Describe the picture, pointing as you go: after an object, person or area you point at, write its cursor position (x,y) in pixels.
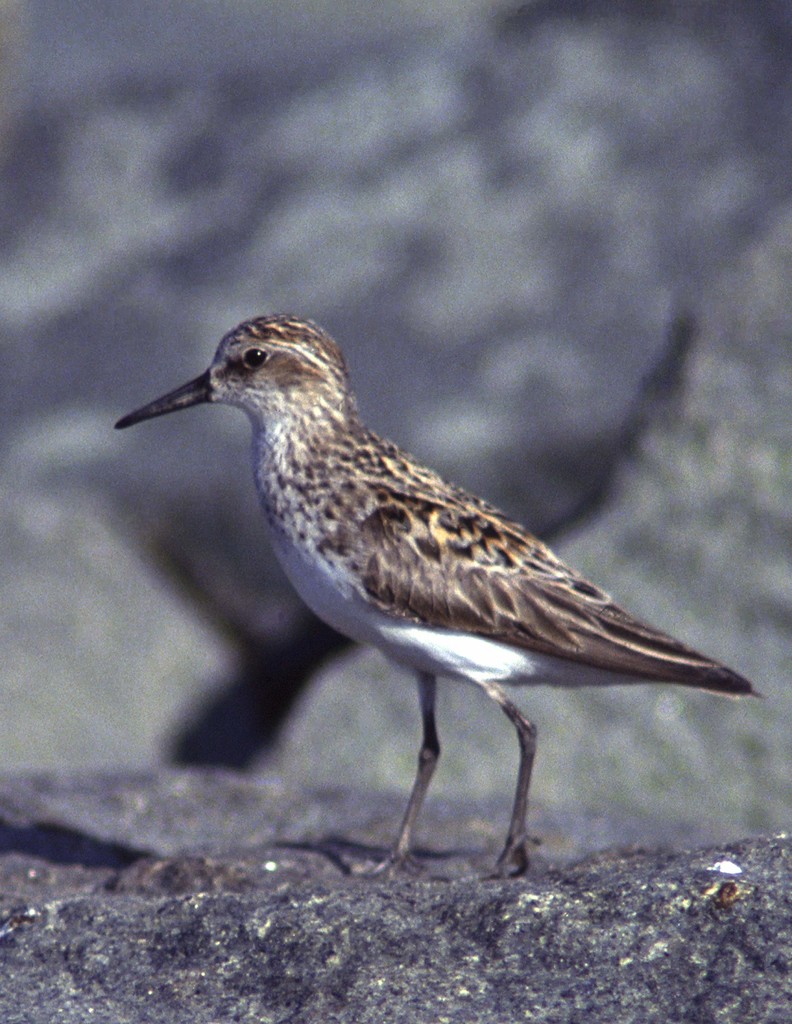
In the image there is a bird (399,653) standing on the rock surface (427,863) and the background of the bird (428,631) is blue.
